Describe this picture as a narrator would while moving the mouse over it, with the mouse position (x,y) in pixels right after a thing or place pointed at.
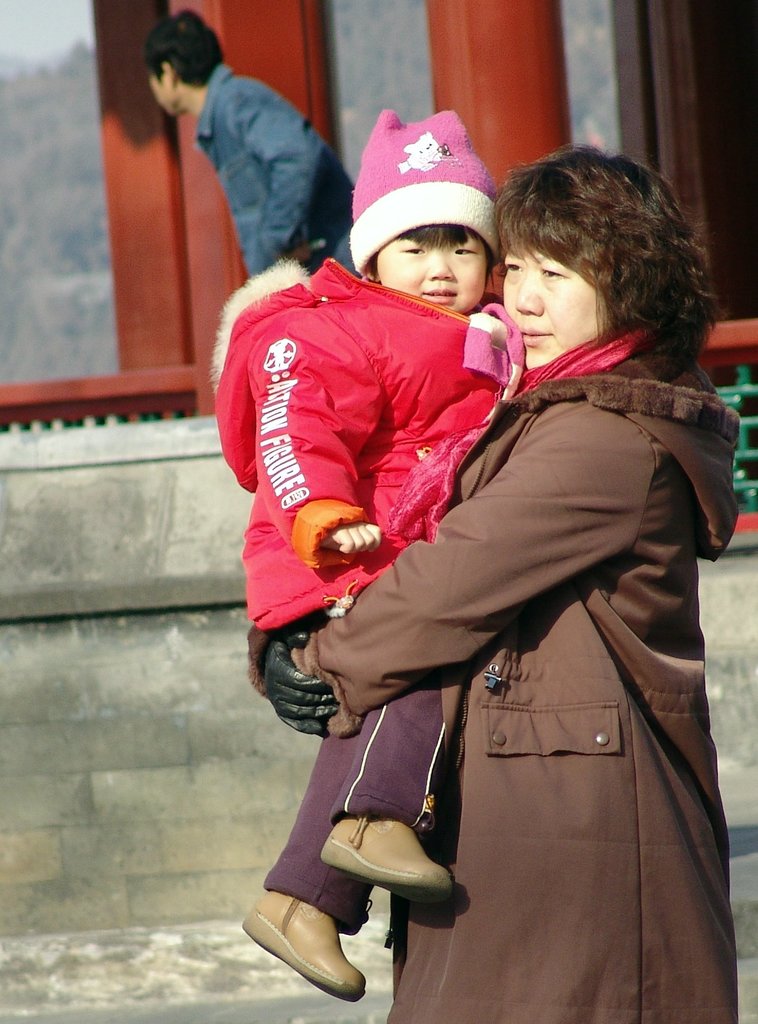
In this image, we can see a lady (457,618) wearing a coat (472,591), glove (295,684) and holding a kid (353,356) and the kid (353,349) is wearing a coat (412,313) and a cap (403,186). In the background (240,138), there is another person (202,126) and we can see a wall (21,845) and there are railings (188,368).
